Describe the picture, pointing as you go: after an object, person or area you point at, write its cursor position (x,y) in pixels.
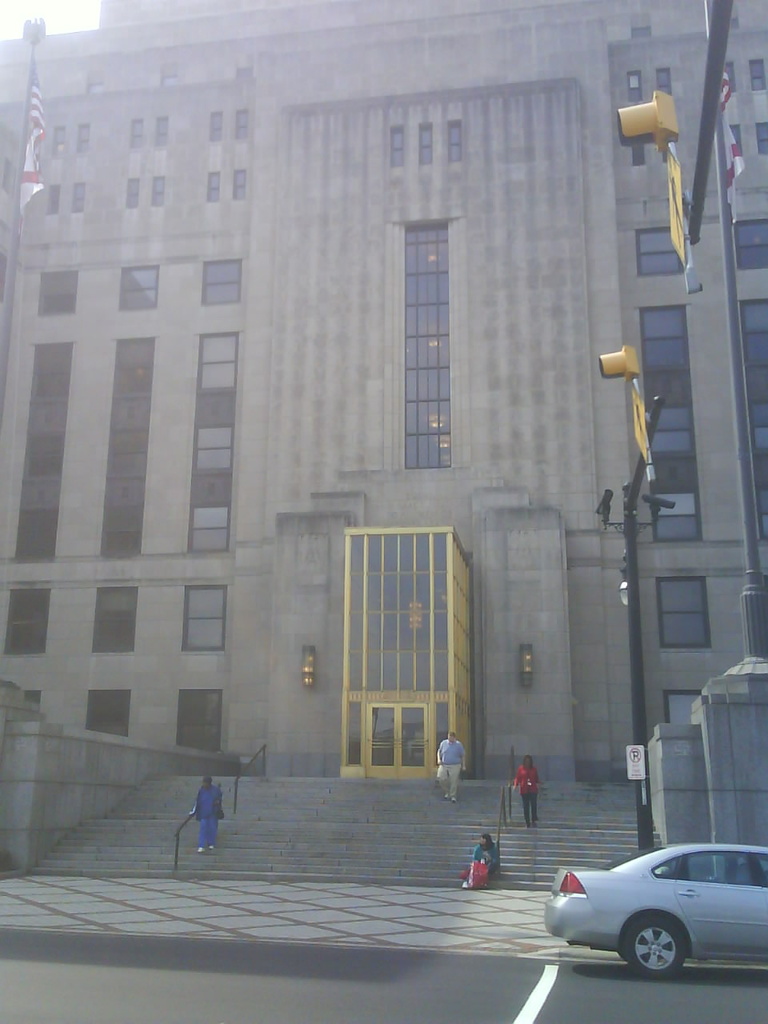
In this image I can see a road (227,961) in the front (529,966) and on it I can see a car (621,914). In the background (565,775) I can see two poles (643,695), signal lights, two flags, sign boards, a building (508,325), number of windows (380,555), stairs (392,847) and few people (442,763).
